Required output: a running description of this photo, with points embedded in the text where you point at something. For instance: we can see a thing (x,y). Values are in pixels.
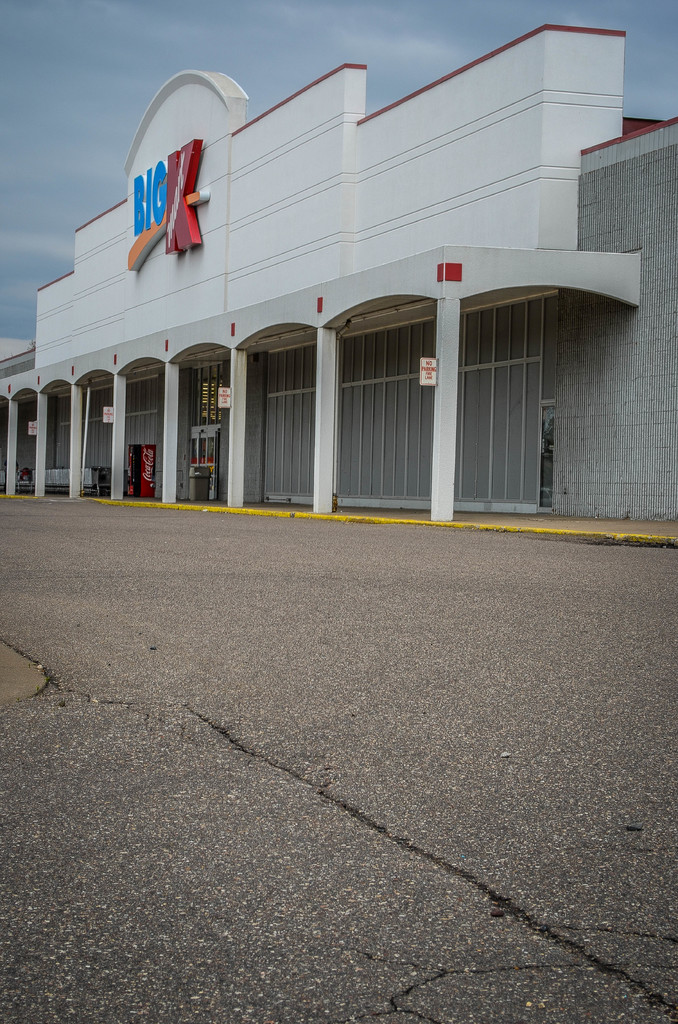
In this image I can see road (274,690), a building (426,160), few boards (430,383), the sky (116,138) and here I can see something is written.
